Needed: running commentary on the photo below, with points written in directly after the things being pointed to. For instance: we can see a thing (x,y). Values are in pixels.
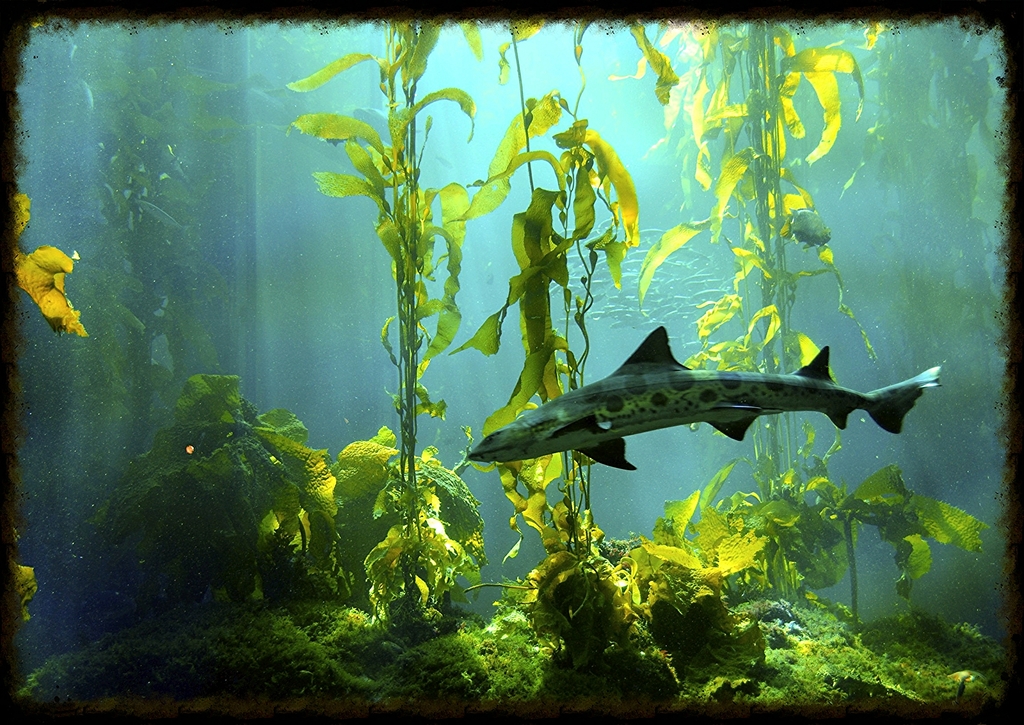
In the picture we can see water plants (428,352) and fish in the water (651,490).
